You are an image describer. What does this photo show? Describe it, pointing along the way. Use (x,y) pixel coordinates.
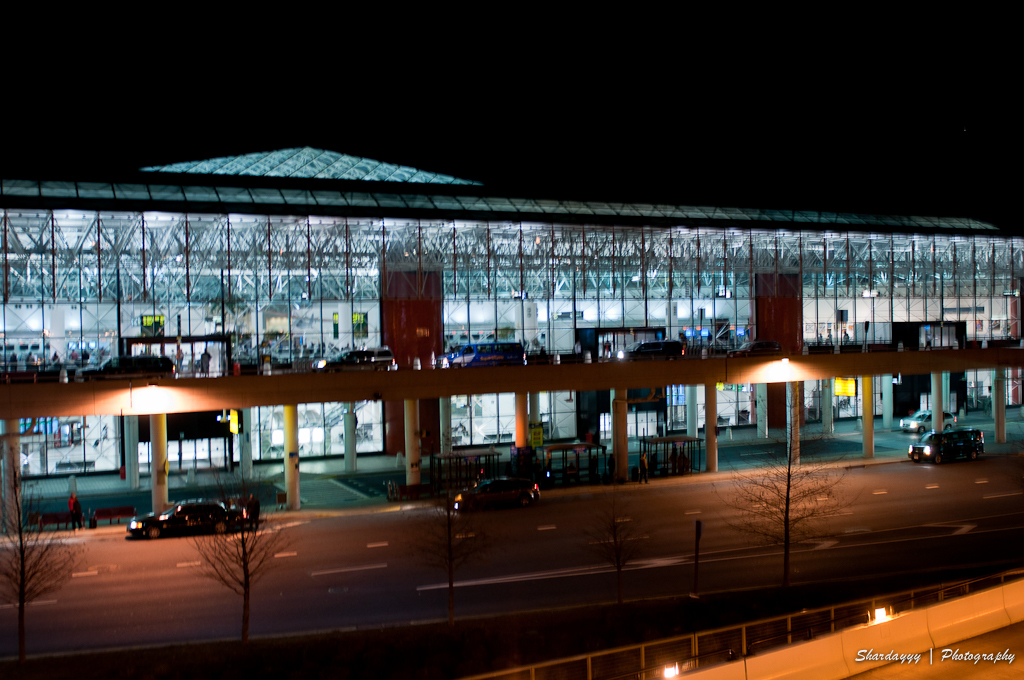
This picture is taken the dark where we can see the dry trees (27,581), vehicles (958,448) moving on the road (346,539), we can see pillars (892,404), lights (143,398), glass building (5,328) and the dark sky (1006,51) in the background (671,265). Here we can see the watermark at the bottom right side of the image (1002,651).
